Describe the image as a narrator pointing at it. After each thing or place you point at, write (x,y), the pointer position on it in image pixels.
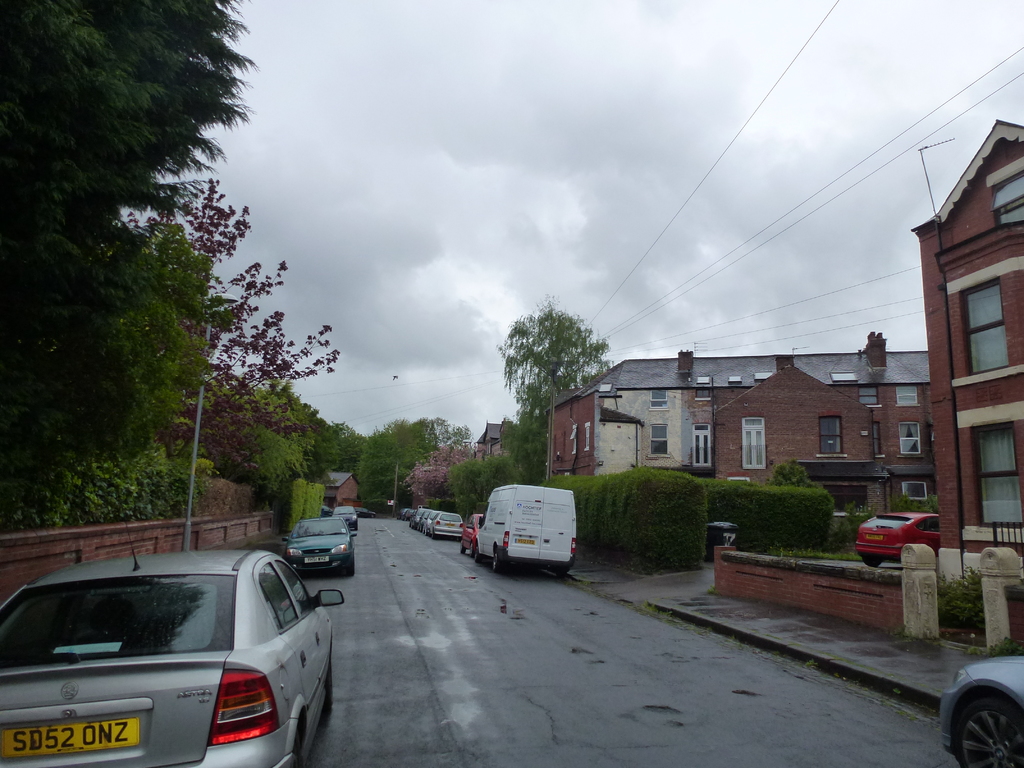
In this image I can see few vehicles (53,719) on the road (529,723). In front (195,709) the vehicle (114,674) is in gray color, background (750,396) I can see trees (304,453) in green color, buildings (664,453) in brown color and the sky (543,182) is in white color.
